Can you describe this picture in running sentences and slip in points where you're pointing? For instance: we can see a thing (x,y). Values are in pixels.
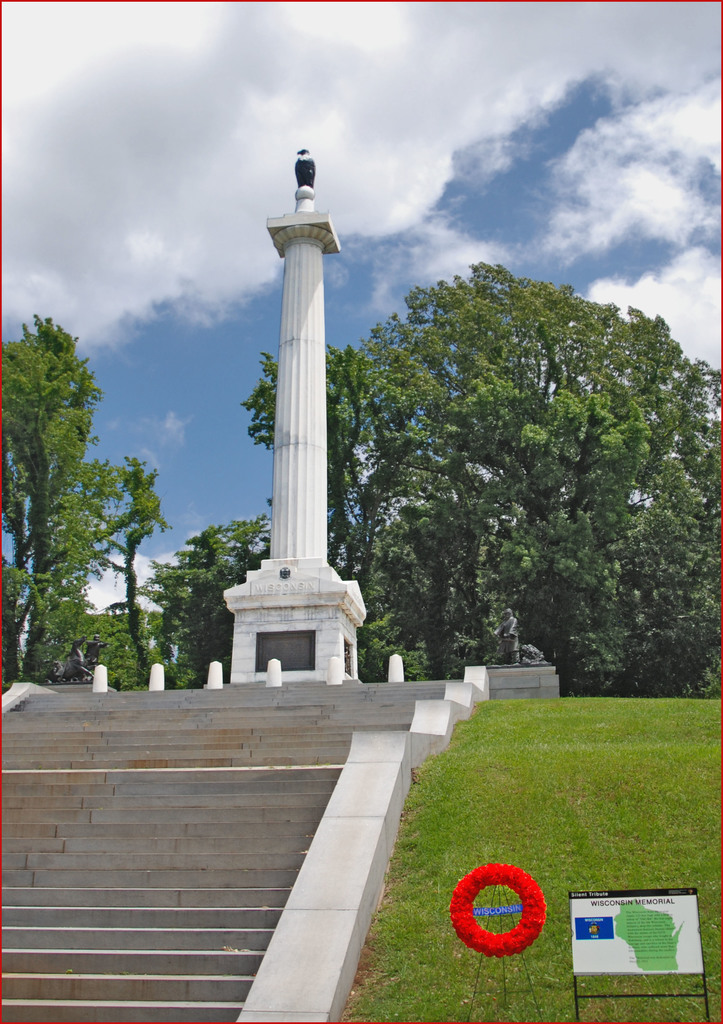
On the left side (165,790) there is the staircase (177,887) and in the middle (290,555) there is a pillar (276,483) in white color, at the back side (423,459) there are trees (550,452). At the top (548,127) it is the cloudy sky (502,168).
